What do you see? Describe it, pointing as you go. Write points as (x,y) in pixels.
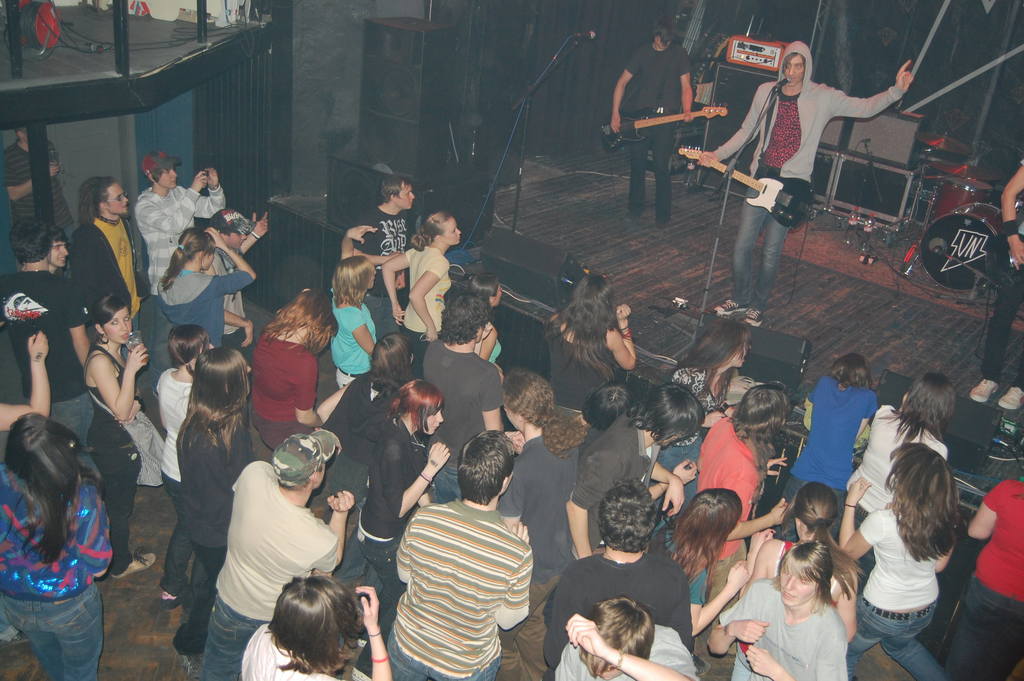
In the image there are many people (320,317) standing. In front of them there is a stage (282,199) with speakers (516,291), mics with stands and there are few people (1016,256) standing and playing musical instruments (782,206). Behind them there are few musical instruments (749,51). In the top left corner of the image (128,36) there are rods (19,53).
